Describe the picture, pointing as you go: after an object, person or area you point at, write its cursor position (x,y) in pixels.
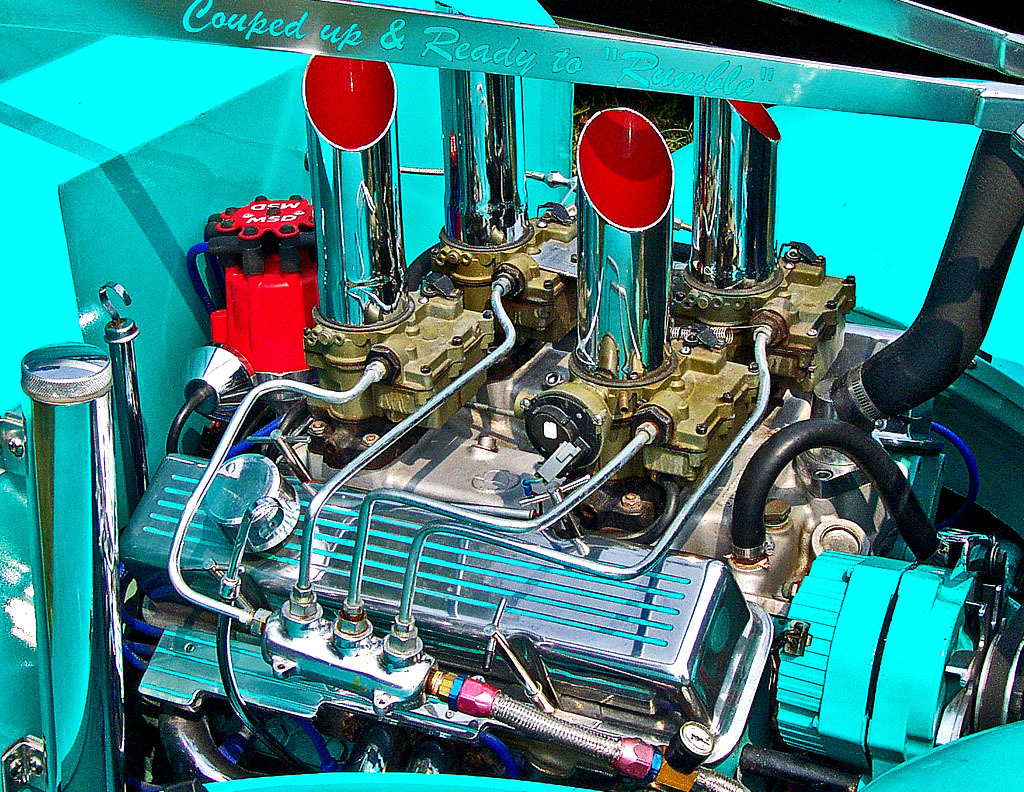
In this picture I can observe an engine (437,504). I can observe red and cyan color parts (837,612) in this engine (626,449).
